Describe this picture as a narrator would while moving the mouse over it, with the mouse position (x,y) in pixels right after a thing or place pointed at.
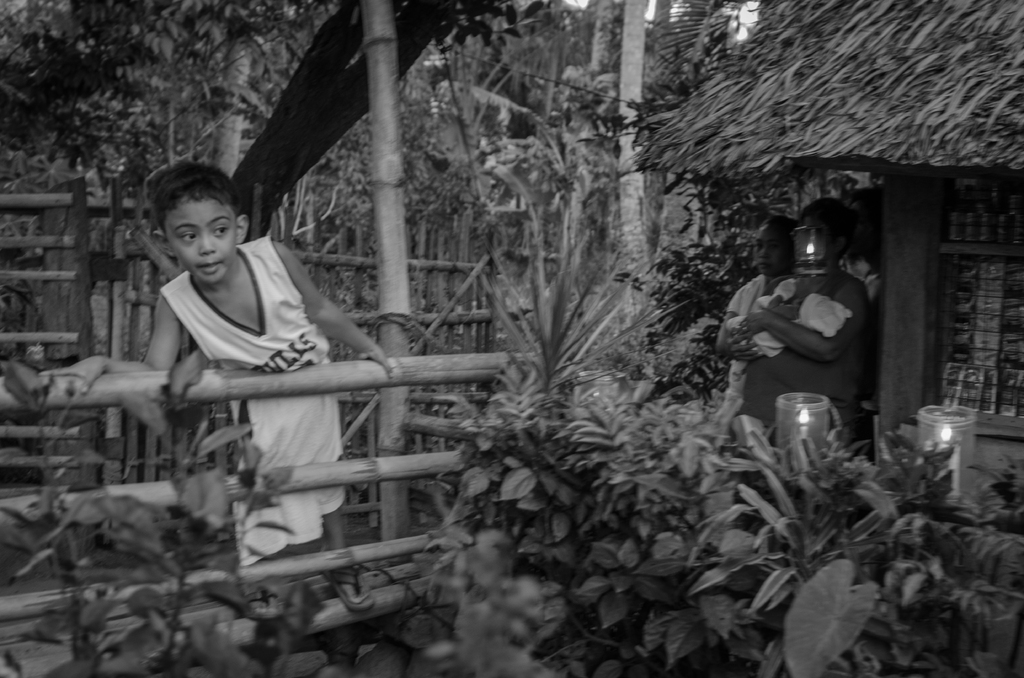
In this picture there is a boy (337,336) standing on the wooden railing (303,610). On the right side of the image (836,384) there is a person (813,383) standing and holding the baby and there is a person (739,305) standing and there is a light lamp (817,252) hanging and there are candles (961,406). On the right side of the image (1002,408) there is a hut (845,76). At the back (659,298) there is a wooden railing (476,263) and there are trees (671,57).
